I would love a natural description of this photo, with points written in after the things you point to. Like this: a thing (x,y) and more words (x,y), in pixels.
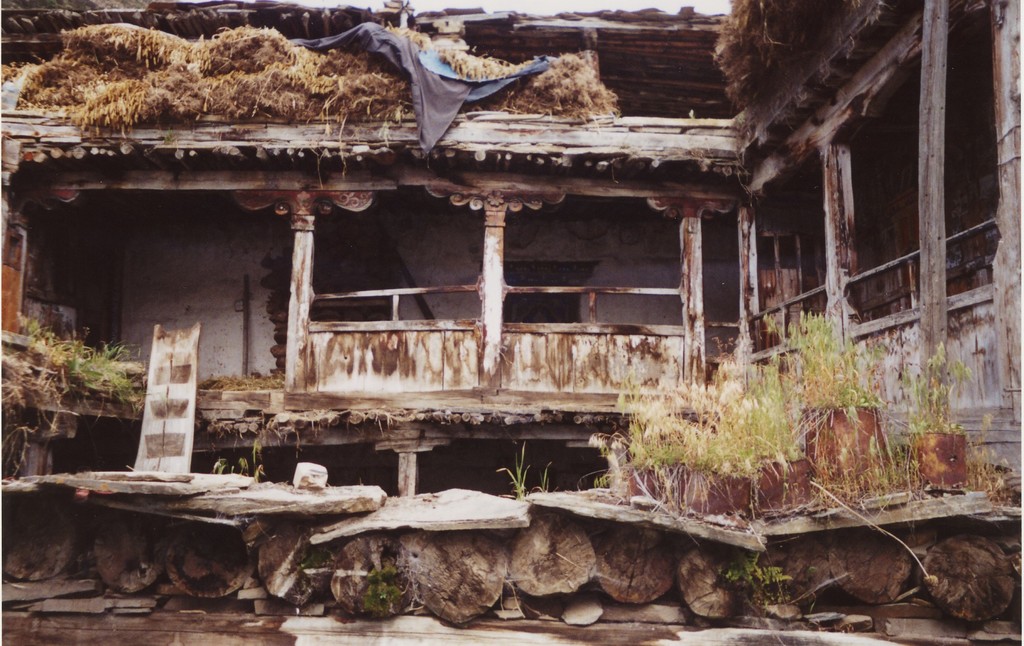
In this image we can see a wooden building (442,272), logs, walls (191,294) and grass (795,405).
